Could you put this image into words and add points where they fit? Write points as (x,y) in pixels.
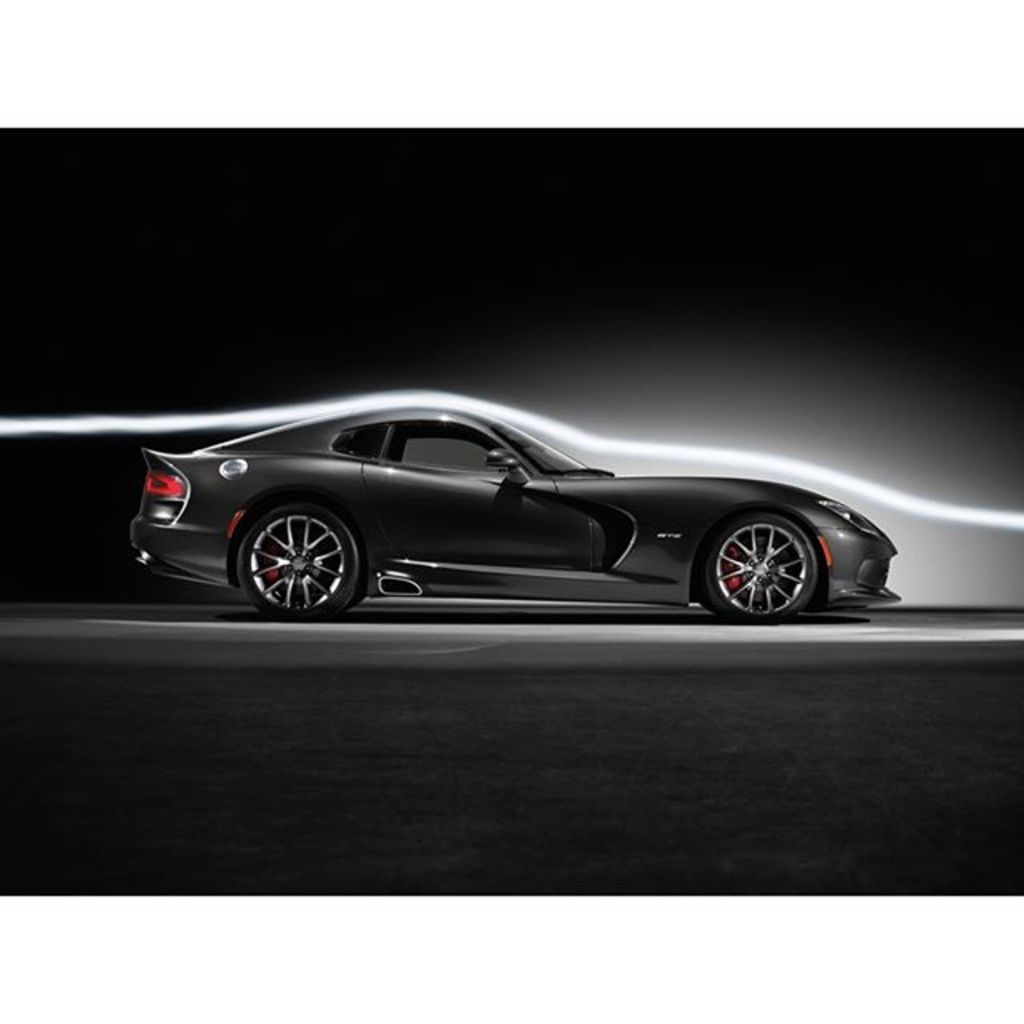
This image is a graphical image. In this image the background (65,367) is dark. In the middle of the image (657,570) there is a car (526,507). The car (365,523) is black in color.
